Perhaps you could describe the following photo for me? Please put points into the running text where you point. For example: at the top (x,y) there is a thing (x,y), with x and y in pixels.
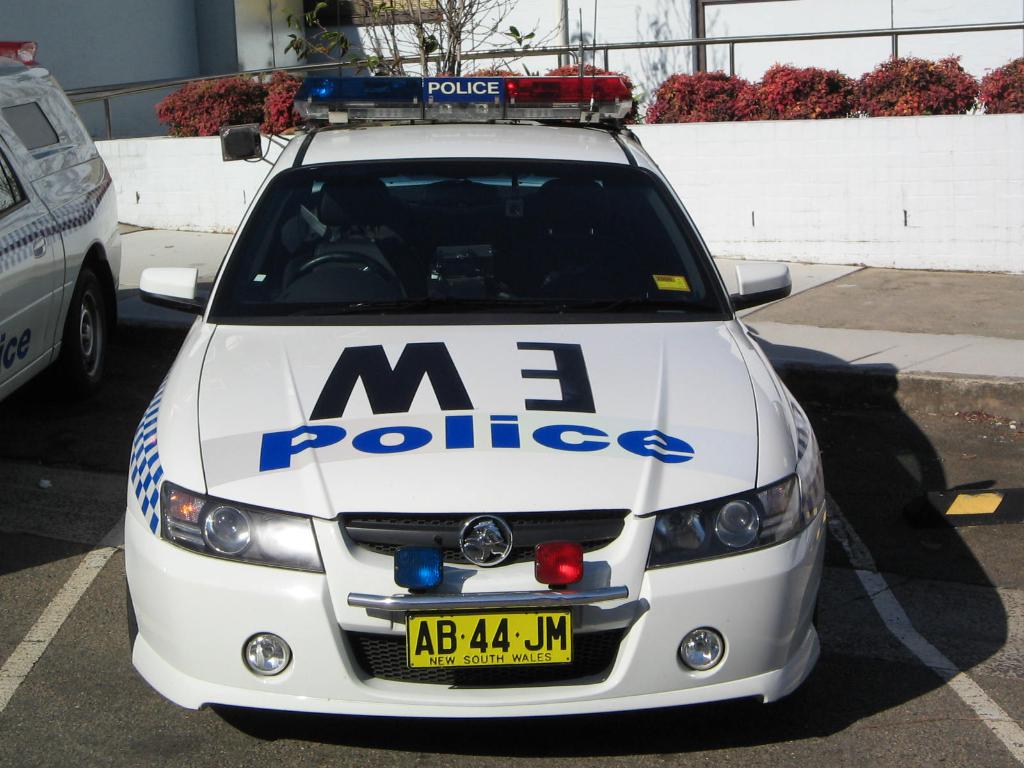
In this picture I can see 2 police cars (287,320) on the road (56,439) and in the background (224,115) I can see few plants (177,92) and I can see the wall (37,8).
